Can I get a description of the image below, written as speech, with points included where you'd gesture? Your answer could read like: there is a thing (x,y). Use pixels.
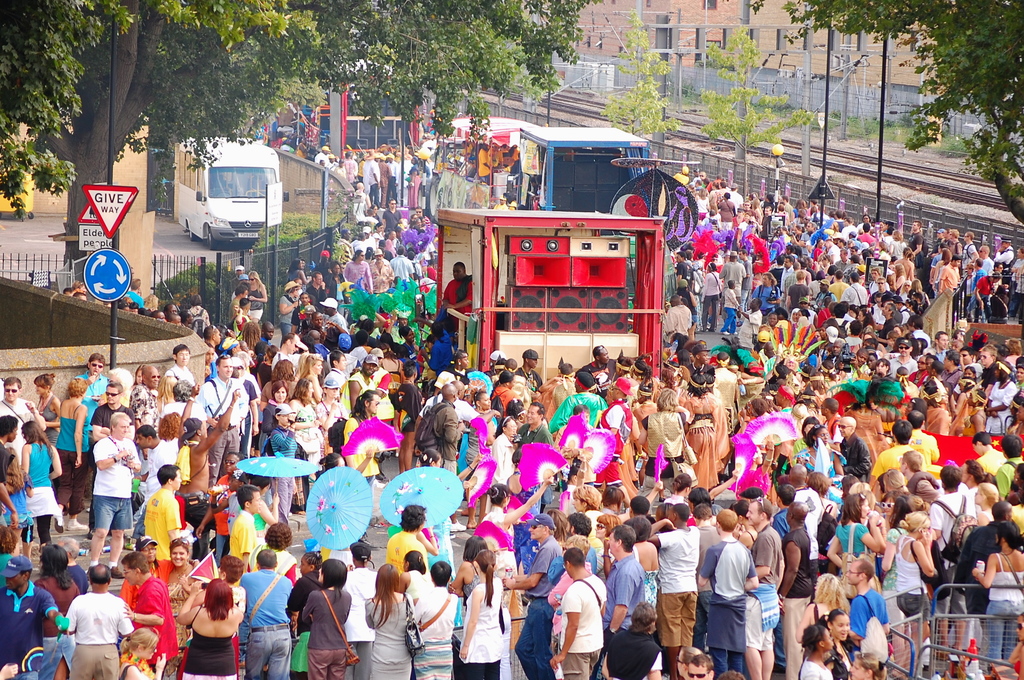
In this picture I can see number of people (8,671) in front and I can see number of speakers (560,167) in few things (486,325). In the middle of this picture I can see the trees (532,16), poles (744,18), sign boards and the tracks (601,110). On the top right of this picture (740,13) I can see the buildings (697,19). I can also see a van (232,196) on the left side of this image (187,178).
